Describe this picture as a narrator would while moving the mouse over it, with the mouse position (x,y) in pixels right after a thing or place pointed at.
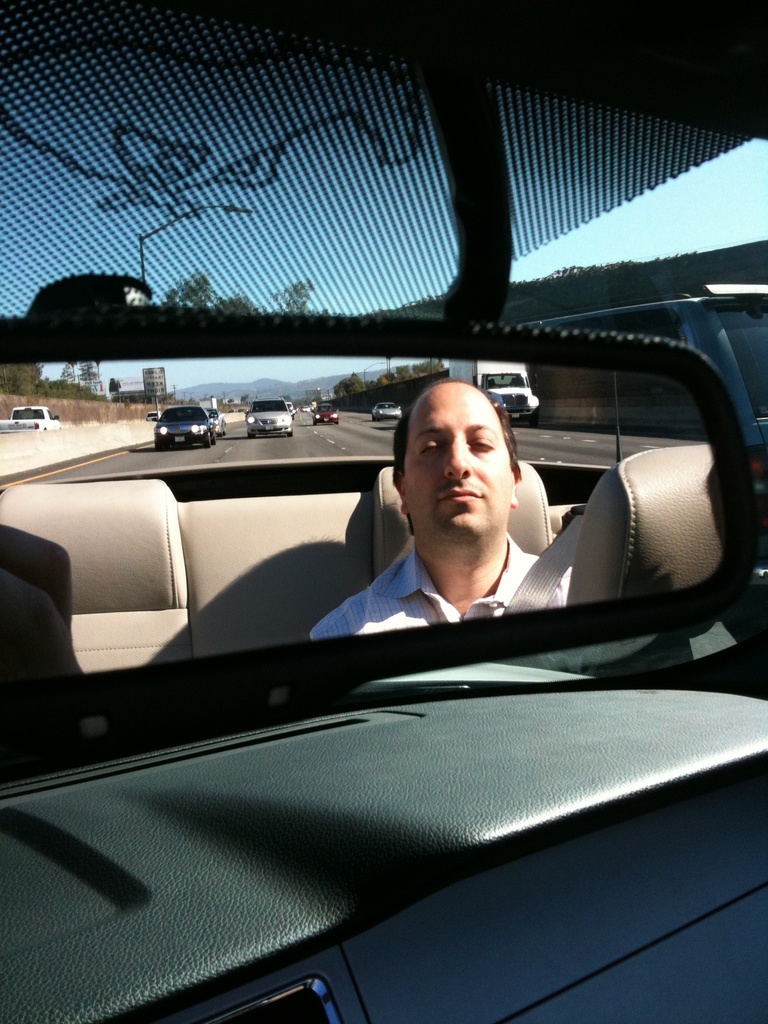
in the picture a person (487,507) is driving a car (579,528) on the road (383,456) there are many cars (183,409) on the road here we can see a clear sky (529,270).
